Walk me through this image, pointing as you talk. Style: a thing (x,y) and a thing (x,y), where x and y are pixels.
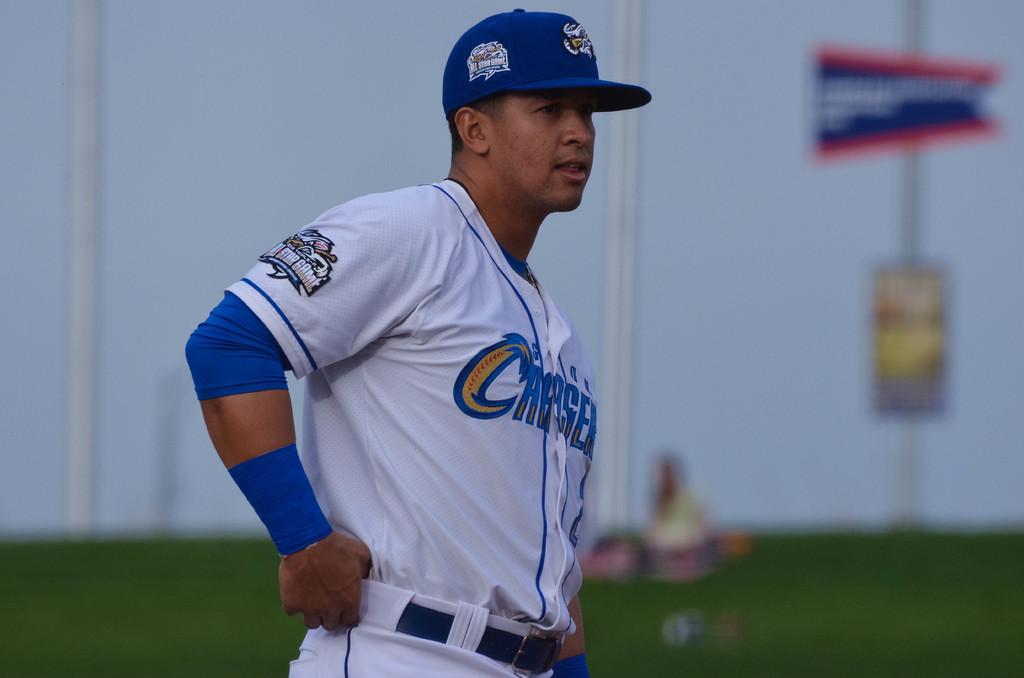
In this image we can see a person (463,499) standing and blur background (188,240).
